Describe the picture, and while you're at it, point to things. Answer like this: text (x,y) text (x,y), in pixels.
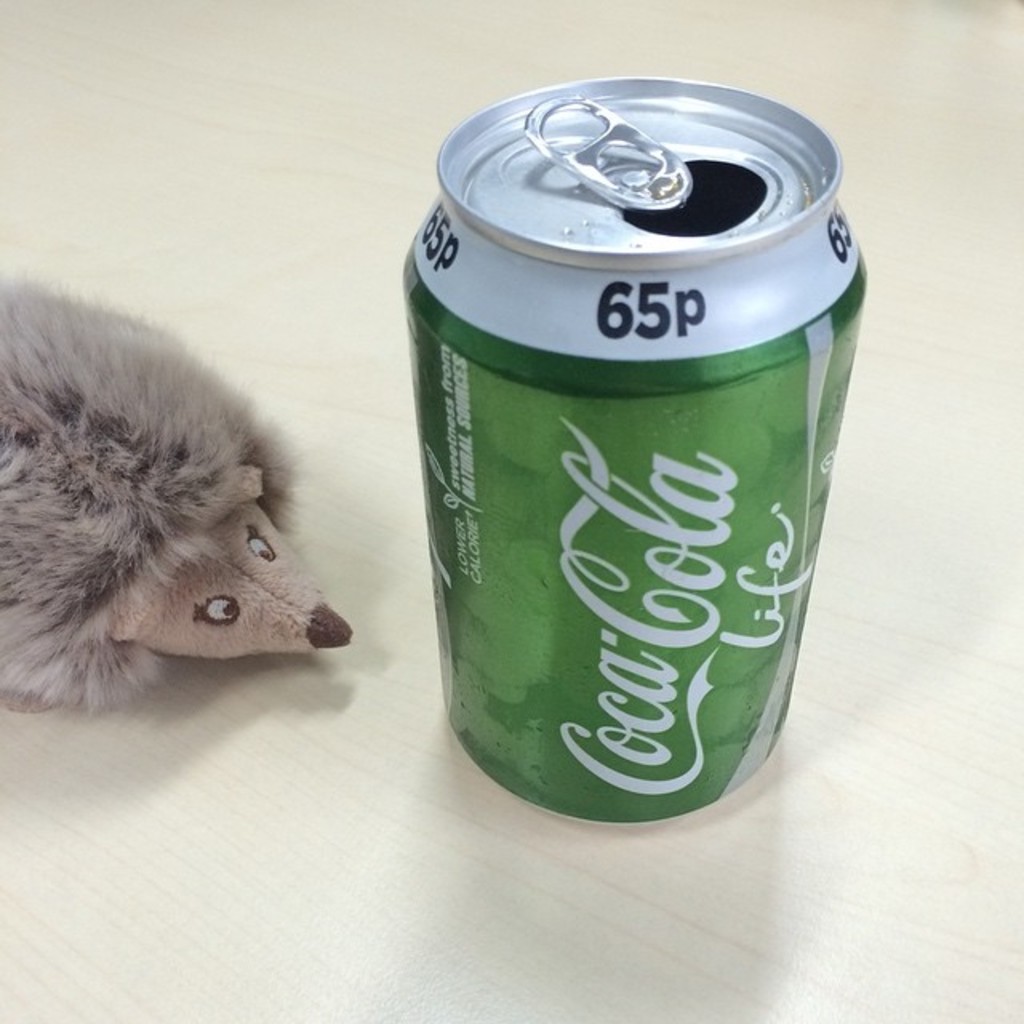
In the center of the image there is a tin (468,138). There is a depiction of a hedgehog (152,476).
